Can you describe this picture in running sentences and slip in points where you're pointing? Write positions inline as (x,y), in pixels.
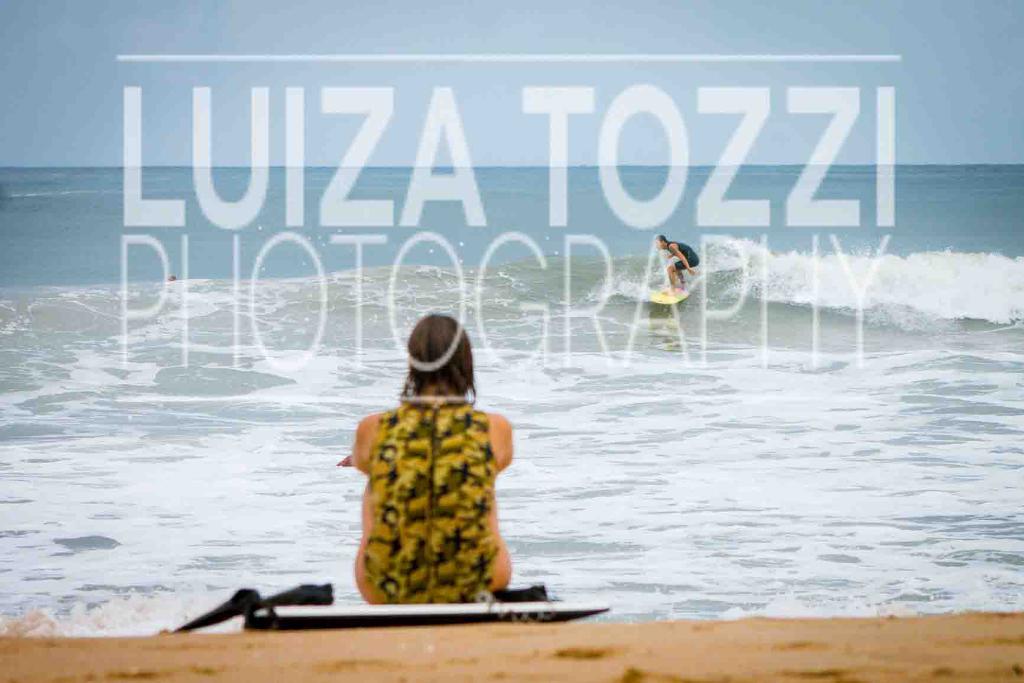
This is a beach (273,646). Here I can see a woman (429,466) is sitting on the ground (483,631) facing towards the back side (438,510). At the back of her there is an object (456,614). In the background (690,256) there is a person (677,257) surfing board (672,300) on the water (659,314). At the top of the image (438,54) I can see the sky (21,44). On this image there is a watermark (459,264).
